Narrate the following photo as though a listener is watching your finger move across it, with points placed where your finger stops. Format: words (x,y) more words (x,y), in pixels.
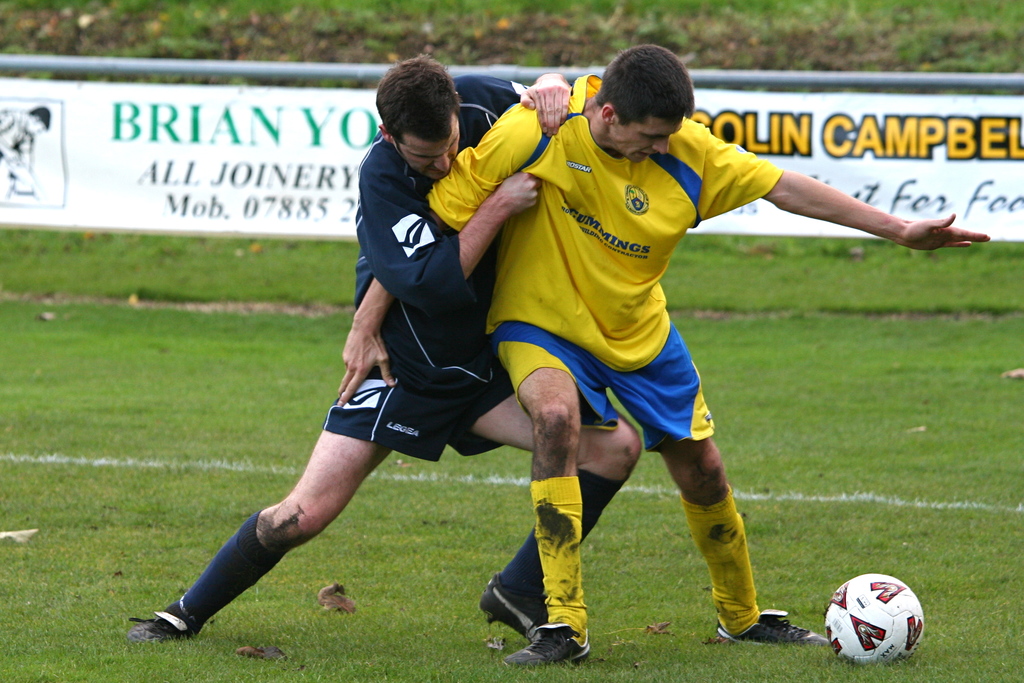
In the image we can see two men (525,320) wearing clothes (559,303), socks (544,494) and shoes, it looks like they are fighting. Here we can see the ball (882,612), grass (820,596), poster (194,180) and on the poster (176,169) there is a text (236,136).
